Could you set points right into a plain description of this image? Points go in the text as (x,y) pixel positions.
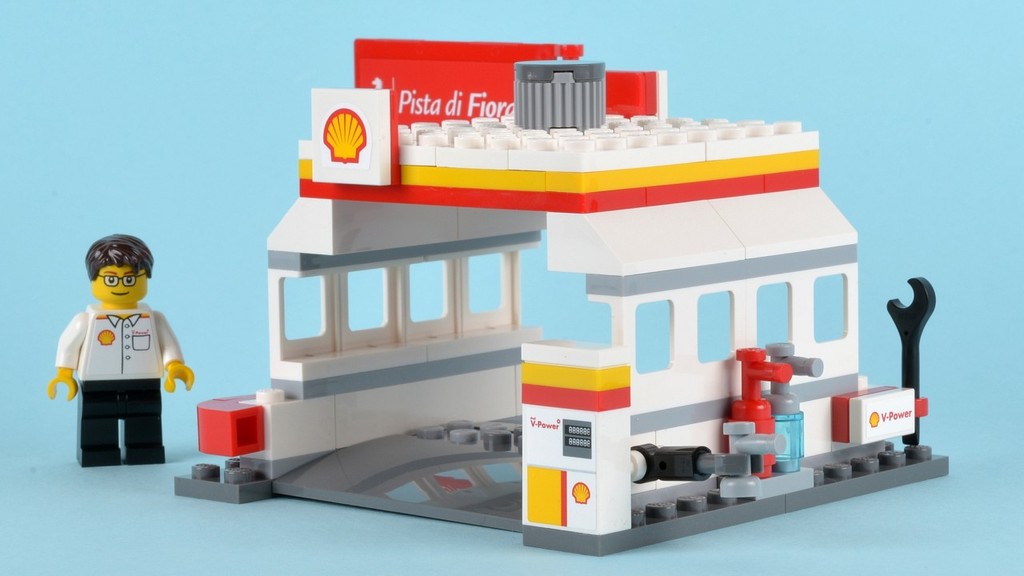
In this image we can see the Lego shell station (316,351). On the left side (131,360) there is a toy of a person (108,345).
